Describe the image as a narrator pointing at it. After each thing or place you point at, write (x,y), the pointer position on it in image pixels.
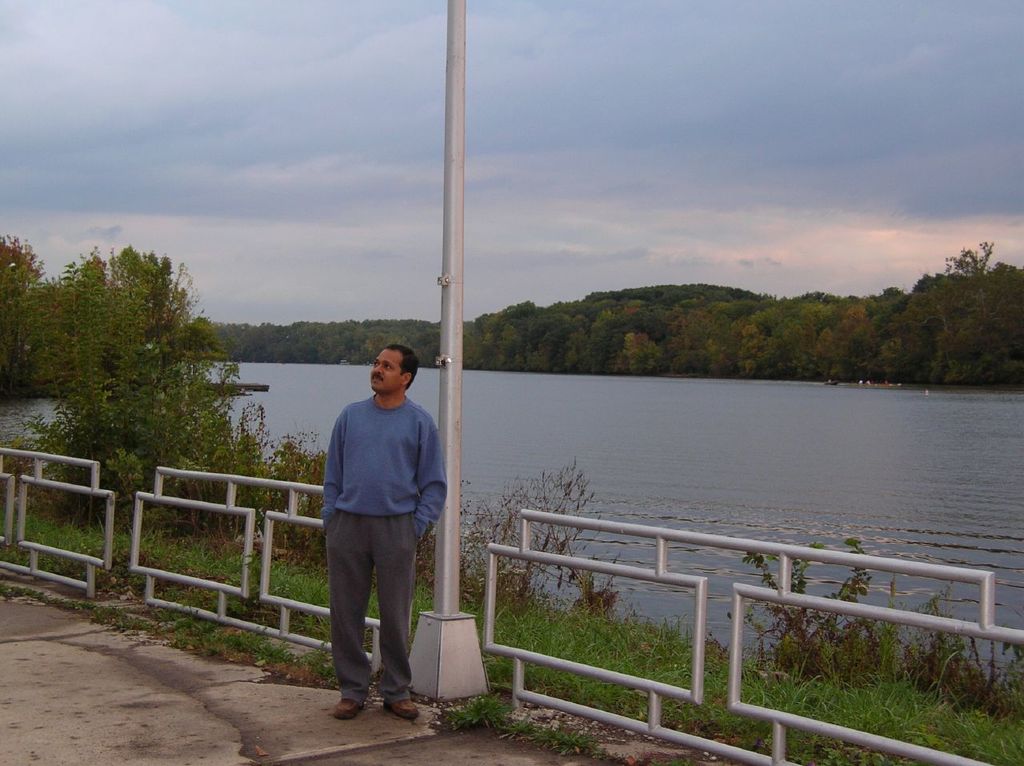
In the foreground of the picture (562,489) there are plants (303,560), grass (471,587), railing (73,488), pole (446,579), person (338,625), shrubs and footpath (135,725). In the middle of the picture (647,417) there is a water body (293,417) and there are trees (546,313) also. At the top (327,138) it is sky (272,129).
